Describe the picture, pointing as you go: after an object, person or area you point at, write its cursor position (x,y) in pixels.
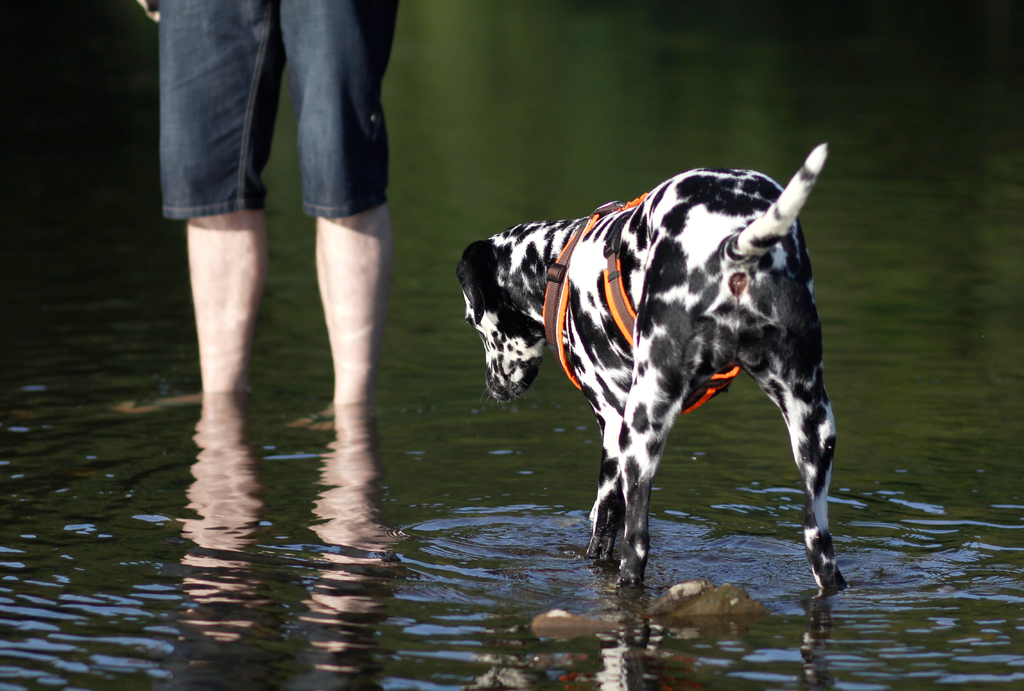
In this picture we can see the dalmatian dog (685,370), standing in the lake water (650,587). Behind there is a person legs (314,189) and blur background (442,168).
